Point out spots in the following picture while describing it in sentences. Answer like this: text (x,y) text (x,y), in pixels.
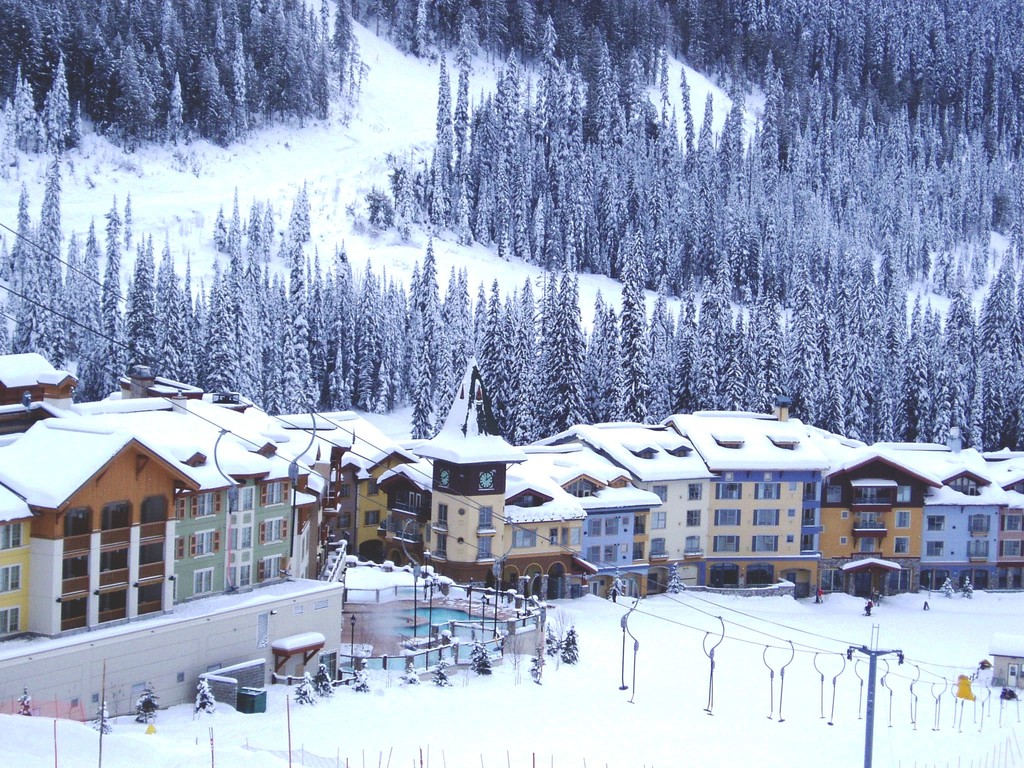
In this picture we can observe buildings (652,522). We can observe a pole (851,648) and wires (236,435). There is some snow (592,651) on the ground (657,650). In the background (832,43) there are trees (534,163) which were covered with snow (378,331).
